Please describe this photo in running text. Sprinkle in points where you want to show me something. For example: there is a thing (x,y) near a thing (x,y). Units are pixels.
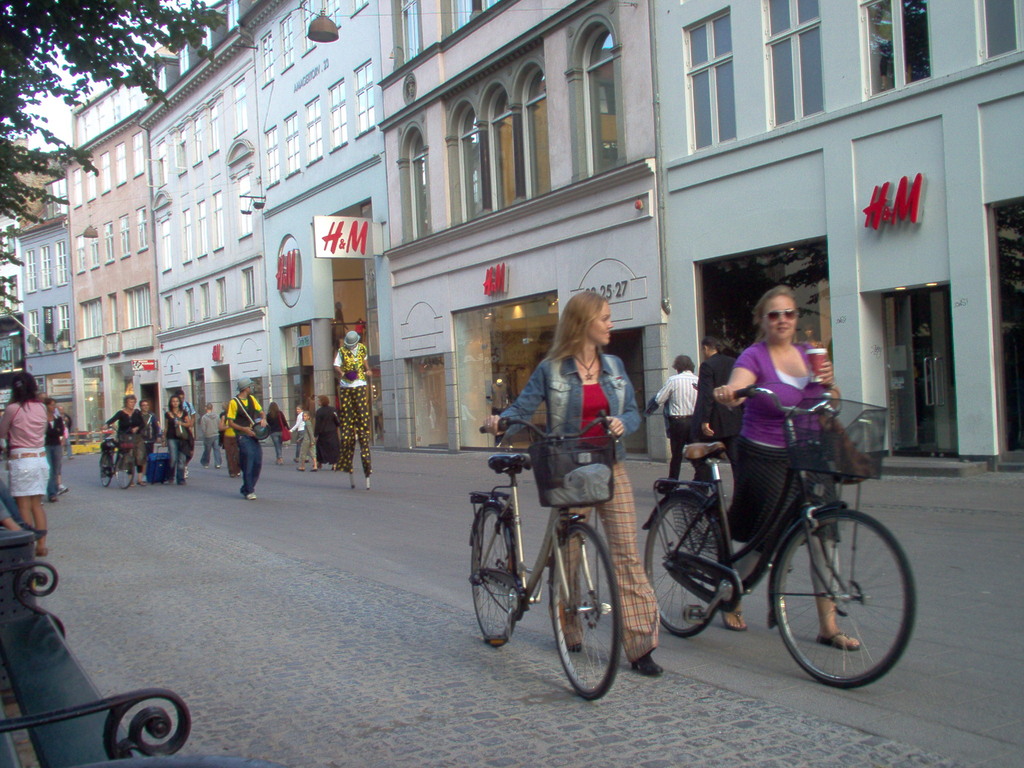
In this picture we can see buildings (498,127) with windows (807,85) and a store (621,272) here. This is a tree (55,156). Here we can see persons (124,420) walking on the road (372,522). We can see two women (734,492) walking with bicycles (711,539) near to the store (928,344). Here we can see bench (110,741).
